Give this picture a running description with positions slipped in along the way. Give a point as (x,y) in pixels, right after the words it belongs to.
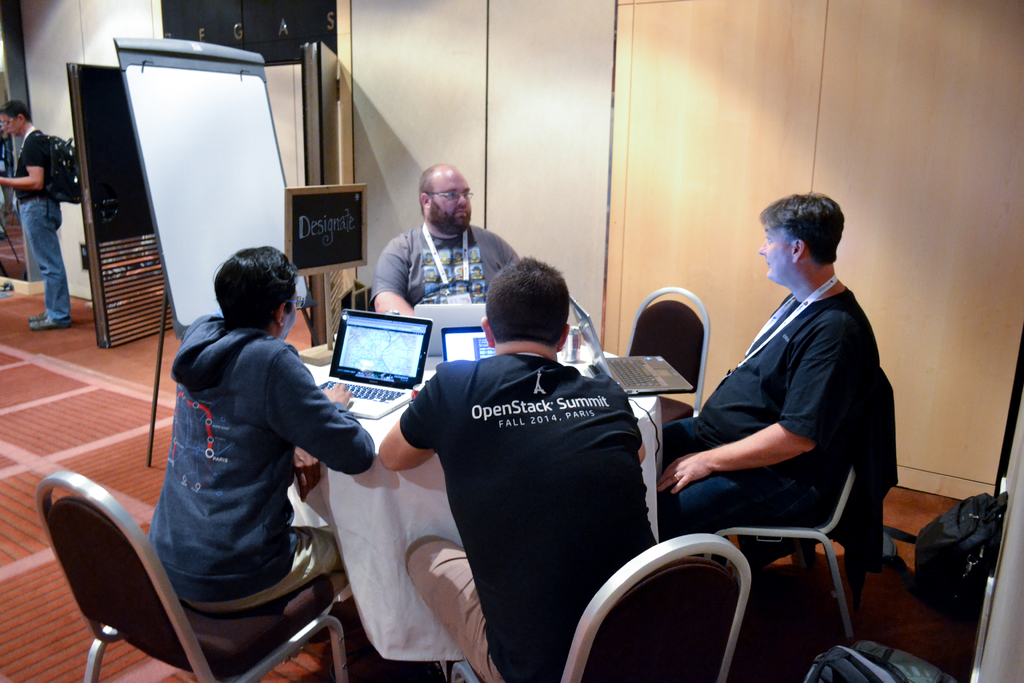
Here we can see a group of people (825,353) sitting on chairs (334,627) with a table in front of them and laptops (395,404) present on the table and beside them there is a board (163,134) present and on the left side (23,150) there is man (23,199) standing with a backpack (53,139) on him.
